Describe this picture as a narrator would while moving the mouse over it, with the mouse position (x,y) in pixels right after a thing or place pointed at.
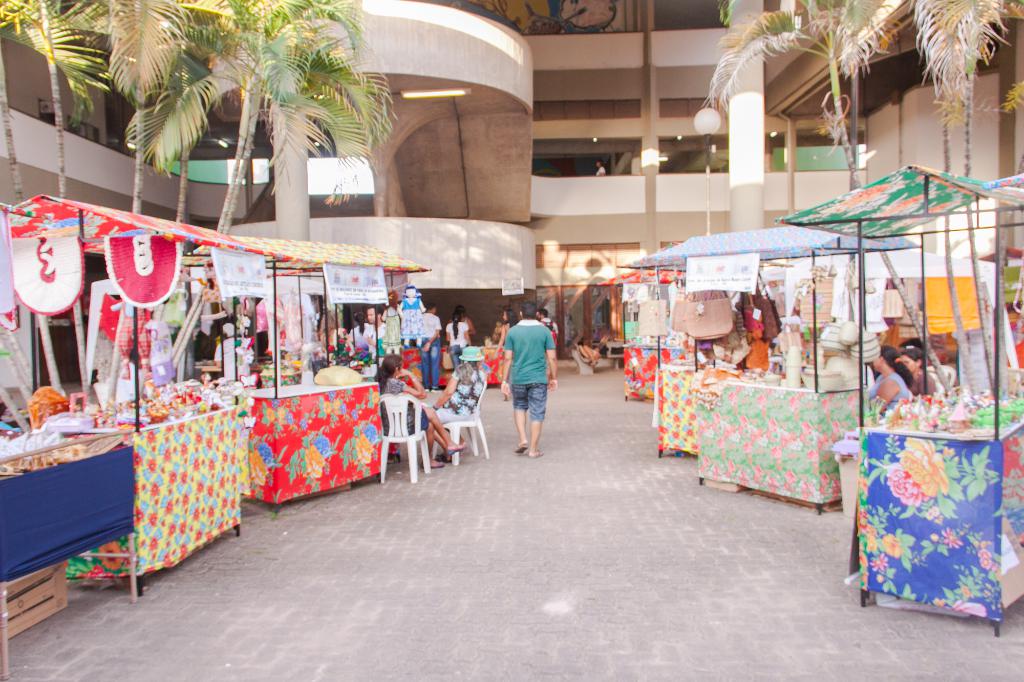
Here we can see stalls (336,364) with banners (725,278), bags (724,316) and things (159,414). In-front of this building (496,114) there are trees (773,49), light pole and people (468,391). Few people (430,436) are sitting on chairs (416,432).
